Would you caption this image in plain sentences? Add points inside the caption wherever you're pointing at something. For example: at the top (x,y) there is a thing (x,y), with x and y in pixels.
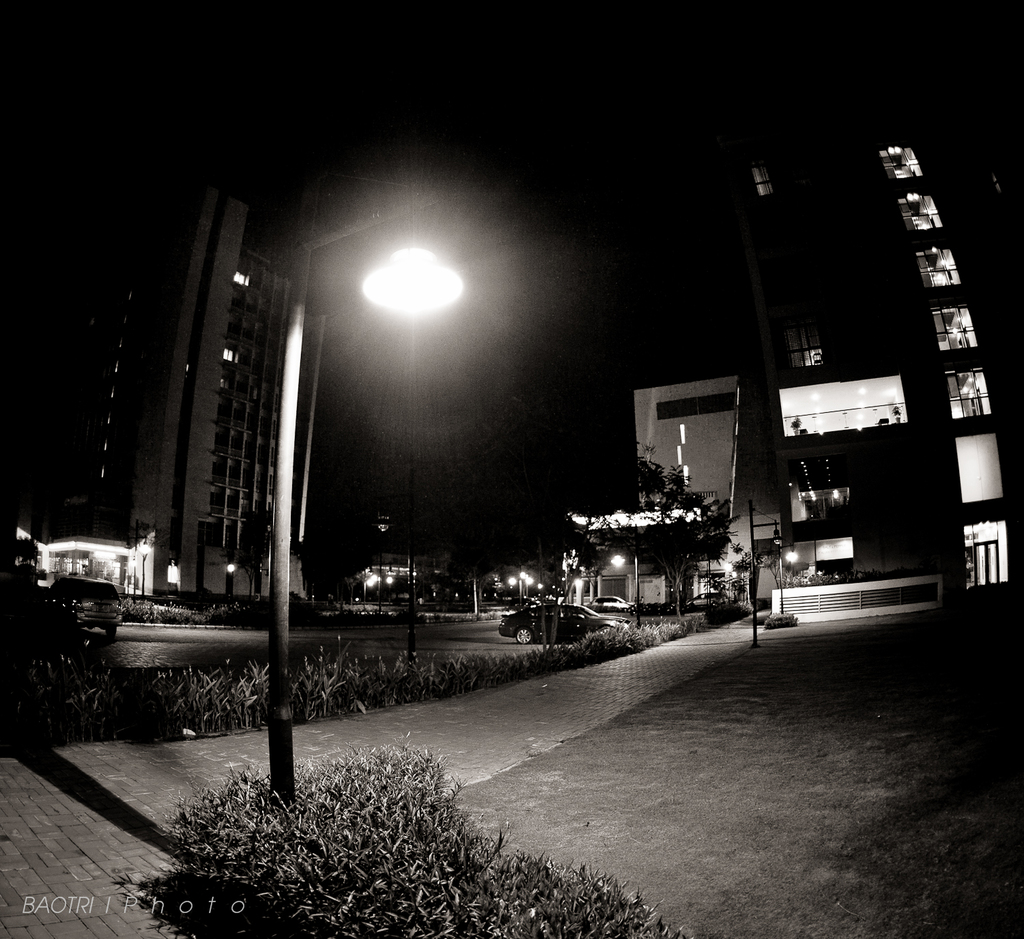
This is a black and white image, in this image there are trees (742,573), plants (176,881), poles (754,588), lights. At the bottom (677,670) there is a walkway (631,694).
